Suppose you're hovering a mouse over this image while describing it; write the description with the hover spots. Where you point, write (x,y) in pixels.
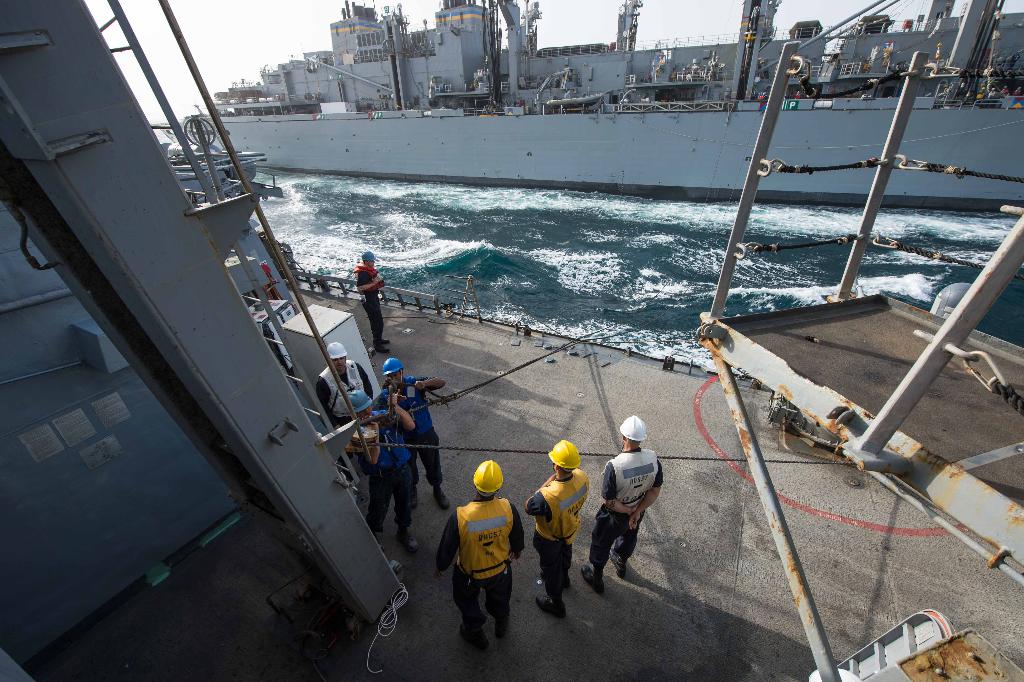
There are persons (397,436) in blue color t-shirts (409,383) working and standing on the floor (409,578) near other persons (496,539) who are standing on the floor (499,460). In the background (510,260), there is water (525,235) on which, there is a ship (584,101) and there is sky (269,44).
